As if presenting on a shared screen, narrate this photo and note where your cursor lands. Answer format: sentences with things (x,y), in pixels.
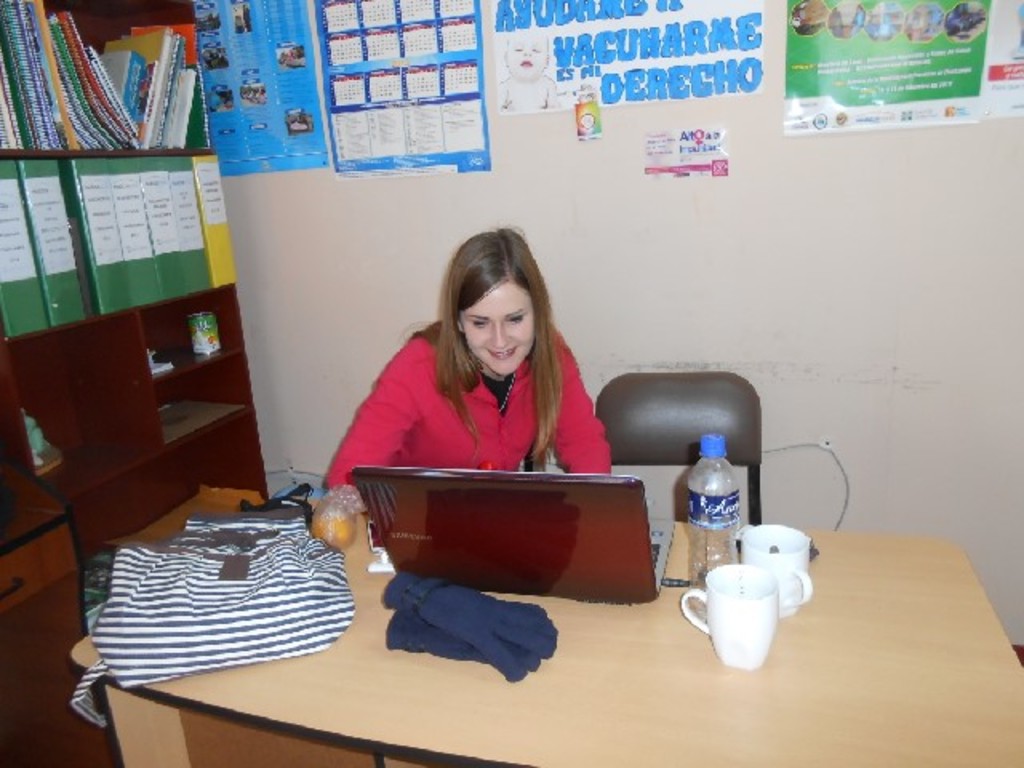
This is a picture taken in a room (801,560), there is a woman (412,423) in red jacket (431,409) sitting on a chair (635,424) in front of the woman (454,421) there is a table (581,671) on the table (624,690) there are bag (298,629), gloves (441,630), cups (719,599), bottle (702,532), fruits (327,523) and laptop (470,527). Background of the woman (419,410) there is a wall (699,230), on the wall (742,169) there are stickers (697,53).
